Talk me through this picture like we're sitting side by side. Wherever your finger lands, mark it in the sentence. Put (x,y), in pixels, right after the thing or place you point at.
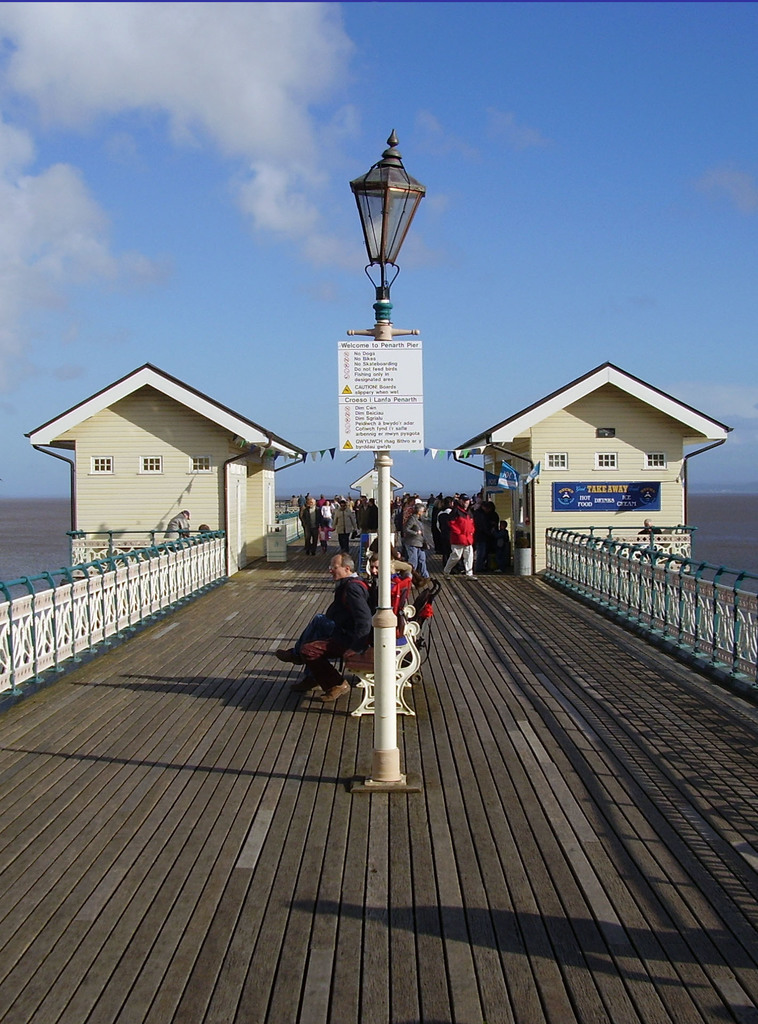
In this image we can see a bridge (659,747), light pole (387,313) with the text board (375,360), roof houses (243,520), flags (528,478) and also the fence (169,568). We can also see the people (432,501) on the bridge (520,631) and we can see a few people (364,607) sitting the bench (373,653). We can also see the water (47,501) and also the sky (323,90) with the clouds (275,204) at the top (257,233).
